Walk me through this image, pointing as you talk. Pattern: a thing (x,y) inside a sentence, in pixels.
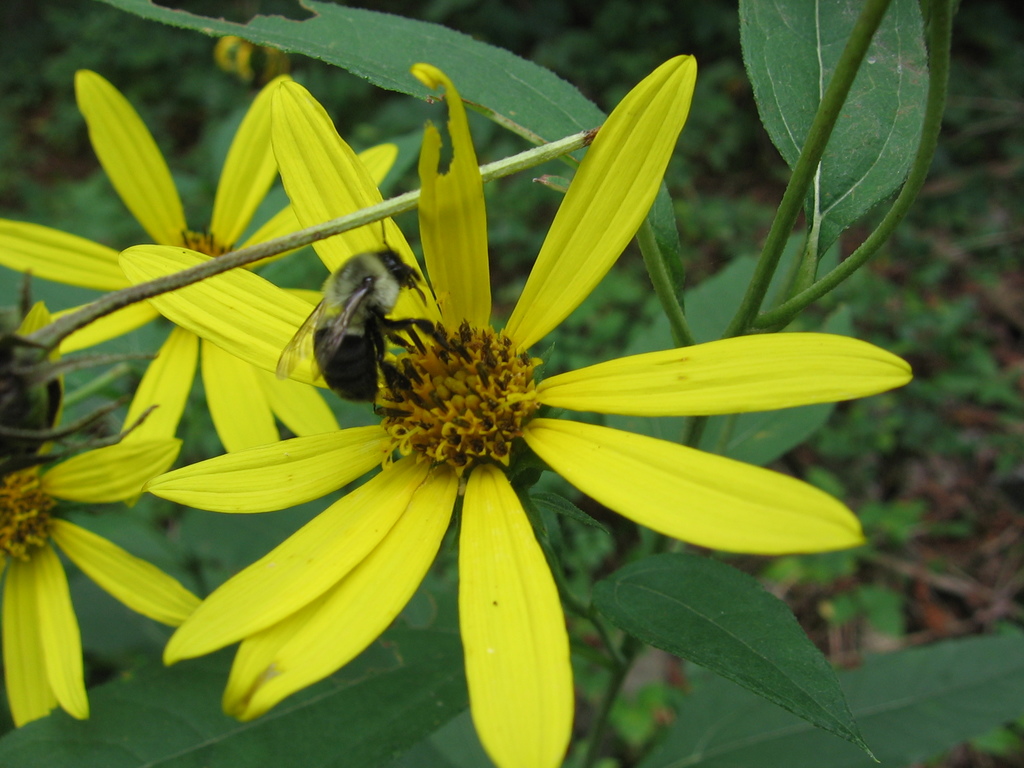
In this image, in the middle (514,359), we can see an insect (384,359) which is on the flower (440,372) and the flower (560,258) is in yellow color. In the background (935,162), we can see some plants (851,154) with green leaves (1001,716).
